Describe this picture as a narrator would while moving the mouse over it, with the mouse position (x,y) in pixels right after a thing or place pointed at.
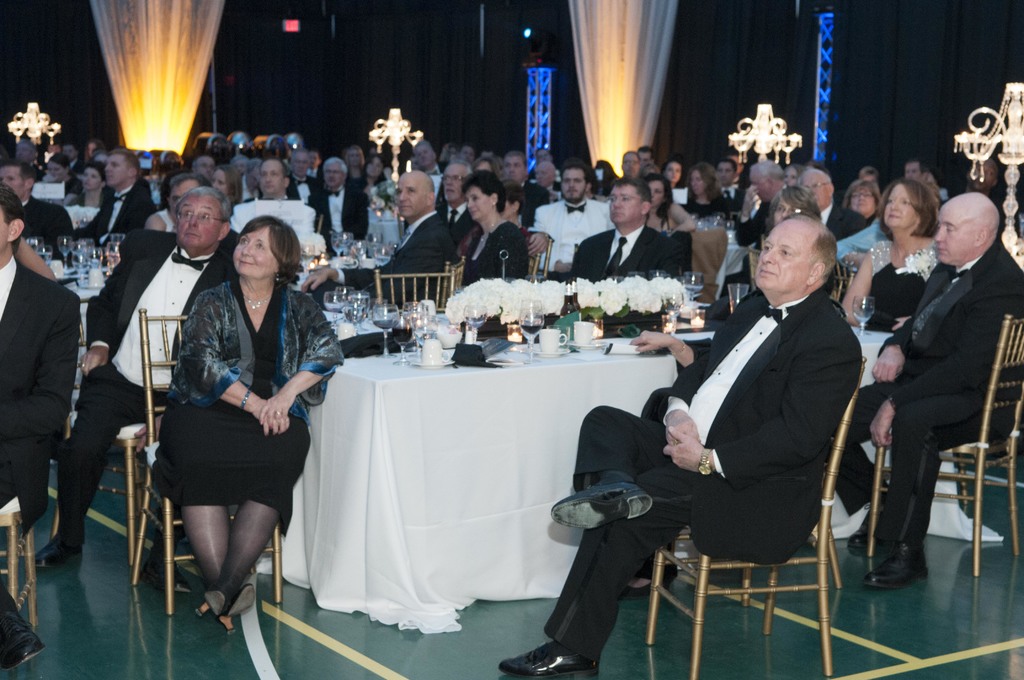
In this picture we can see group of people (907,310) sitting on chair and in front of them there is table (354,368) and on table (552,362) we can see glasses (398,324), flowers (555,309), cups (552,330), saucer (552,349), jackets (465,346) and in background (676,138) we can see curtains (244,68), steel rods (538,78).
